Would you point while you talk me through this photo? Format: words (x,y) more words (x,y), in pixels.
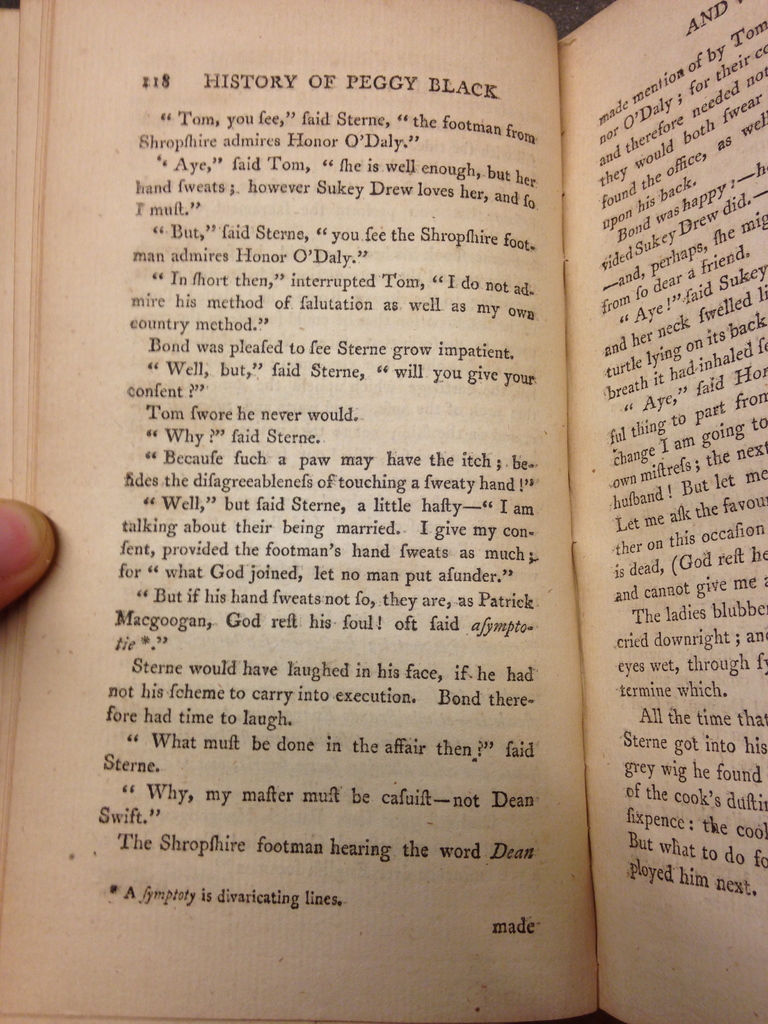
In this image there is a book (355,539) having some pages (310,416). On the pages (496,597) there is some text (213,458). Left side (13,597) a person's finger (43,527) is visible.
